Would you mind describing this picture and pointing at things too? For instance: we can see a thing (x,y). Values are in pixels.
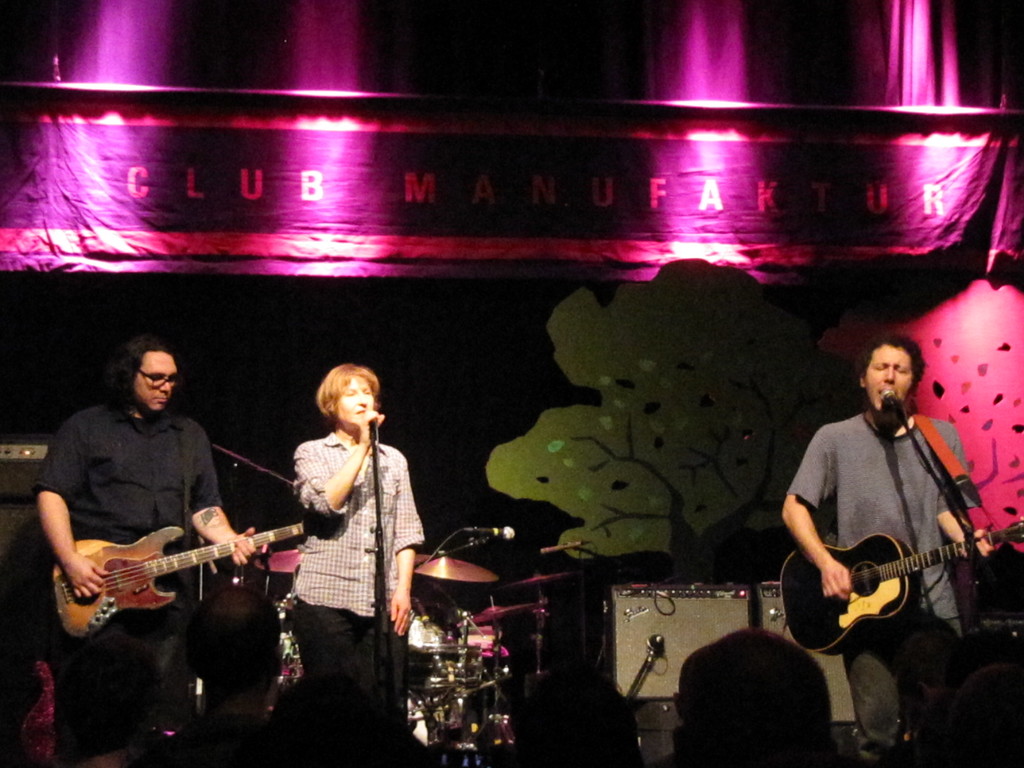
In this picture we can see three people (406,543) performing on the stage (742,462), the man (833,484) on the right side of the picture (886,472) is playing a guitar (863,573) and singing a song in front of a microphone (895,406), the man (200,499) on the left most of the picture (141,506) is playing a guitar (187,557), the woman (345,514) in the middle (348,511) is holding a microphone (376,431), in the background (462,579) we can see some musical instruments (497,617) like cymbals (474,619) and drums (475,656).
